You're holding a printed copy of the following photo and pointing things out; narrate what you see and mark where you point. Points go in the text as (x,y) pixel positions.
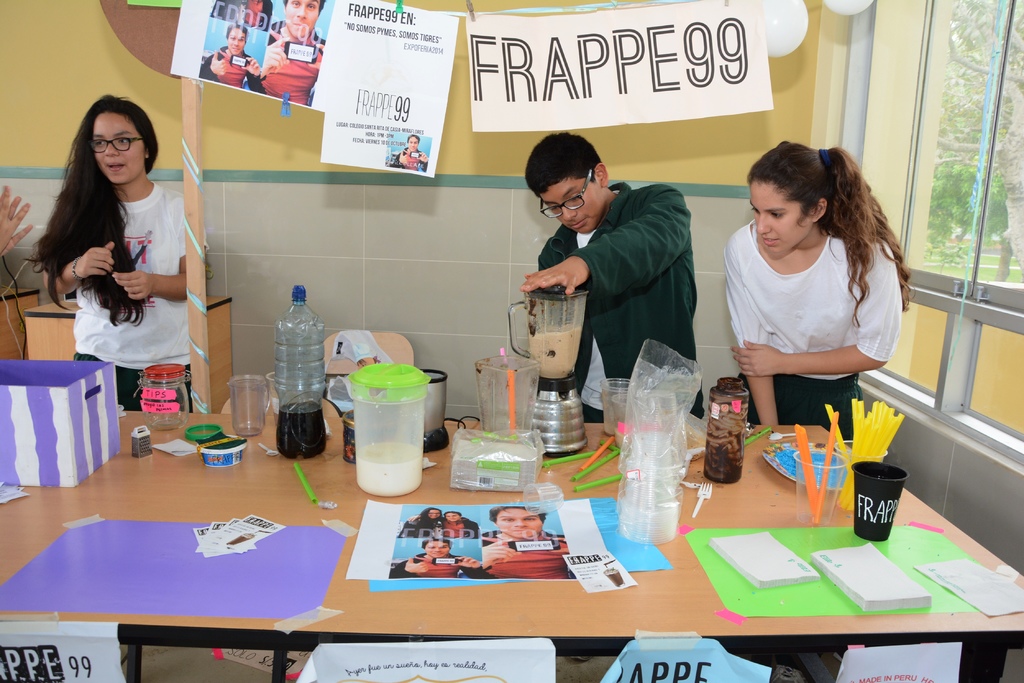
In this picture we can see three persons (751,315) standing on the floor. This is table (373,592). On the table (405,615) there are bottles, jar (564,312), glasses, and papers (272,542). On the background (425,260) there is a wall (434,256). And these are the posters (528,83). And there is a window (976,234).
